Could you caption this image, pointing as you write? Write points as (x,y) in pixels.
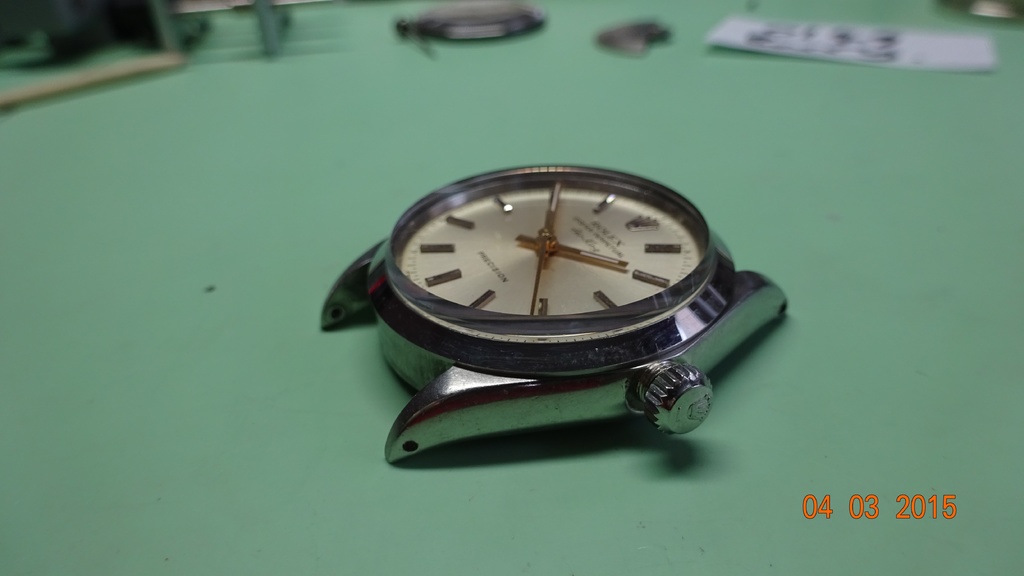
In this image there is a watch (465,236). There is text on the dial (562,231). At the top (138,16) there are a few objects (411,28). In the bottom right (936,511) there are numbers (872,496) on the image.
